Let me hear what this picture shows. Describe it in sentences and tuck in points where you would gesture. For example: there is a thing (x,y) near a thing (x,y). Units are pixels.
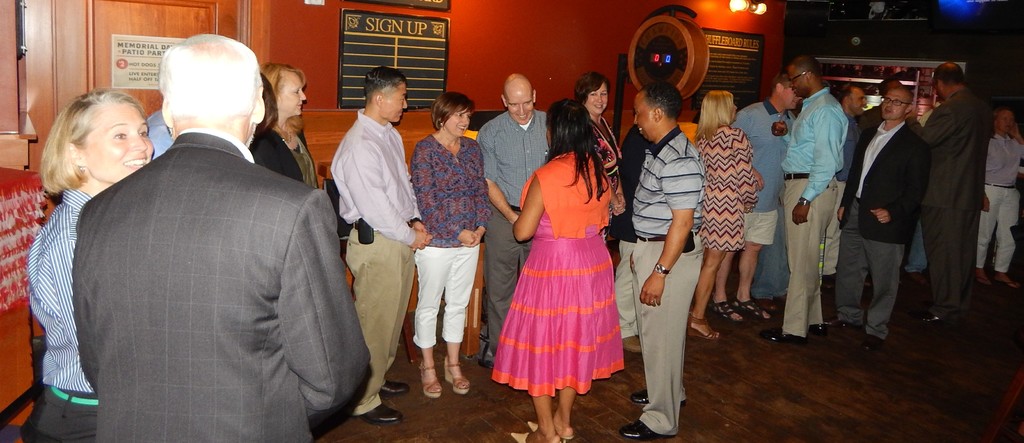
In this image I see number of people (829,152) who are standing and I see that few of them are smiling and I see the path (777,319). In the background (52,20) I see the wall (525,63) and I see the boards (437,63) on which there is something written and I see an equipment (672,20) over here and I see the lights (752,3) over here and it is a bit dark over here.
